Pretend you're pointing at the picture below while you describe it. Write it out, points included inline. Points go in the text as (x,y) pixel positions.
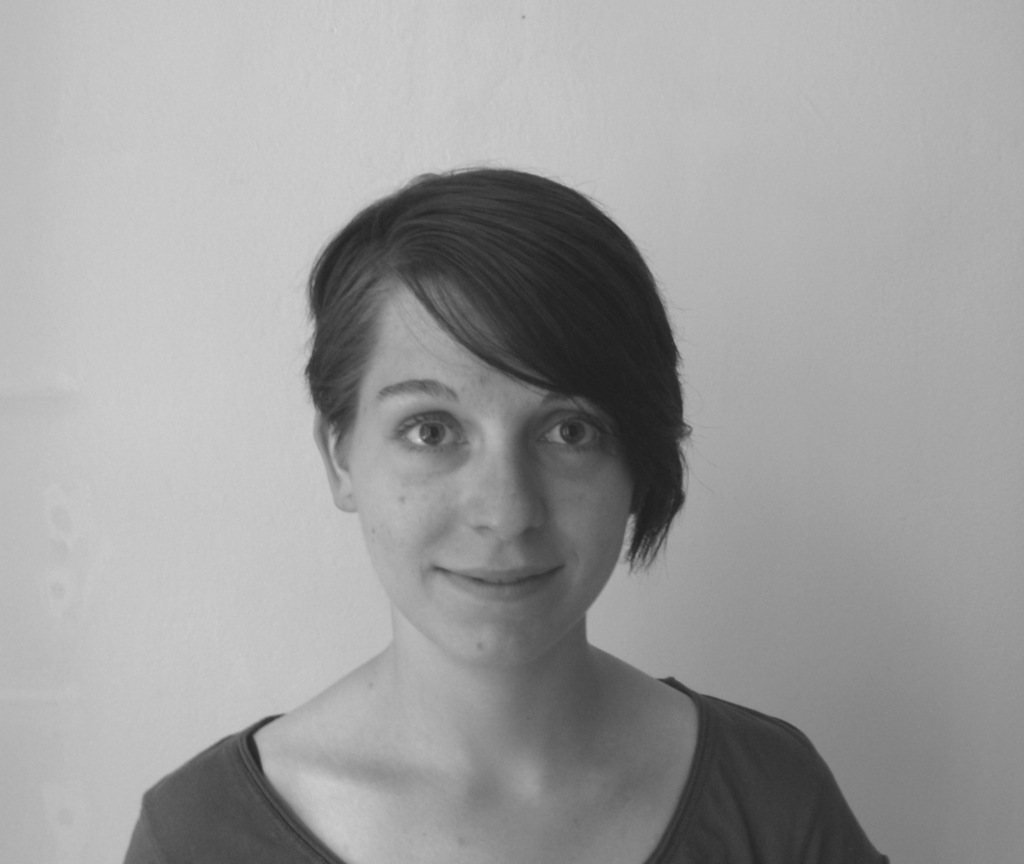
This is a black and white image. A woman (516,686) is present. There is a wall (873,633) at the back (243,74).
